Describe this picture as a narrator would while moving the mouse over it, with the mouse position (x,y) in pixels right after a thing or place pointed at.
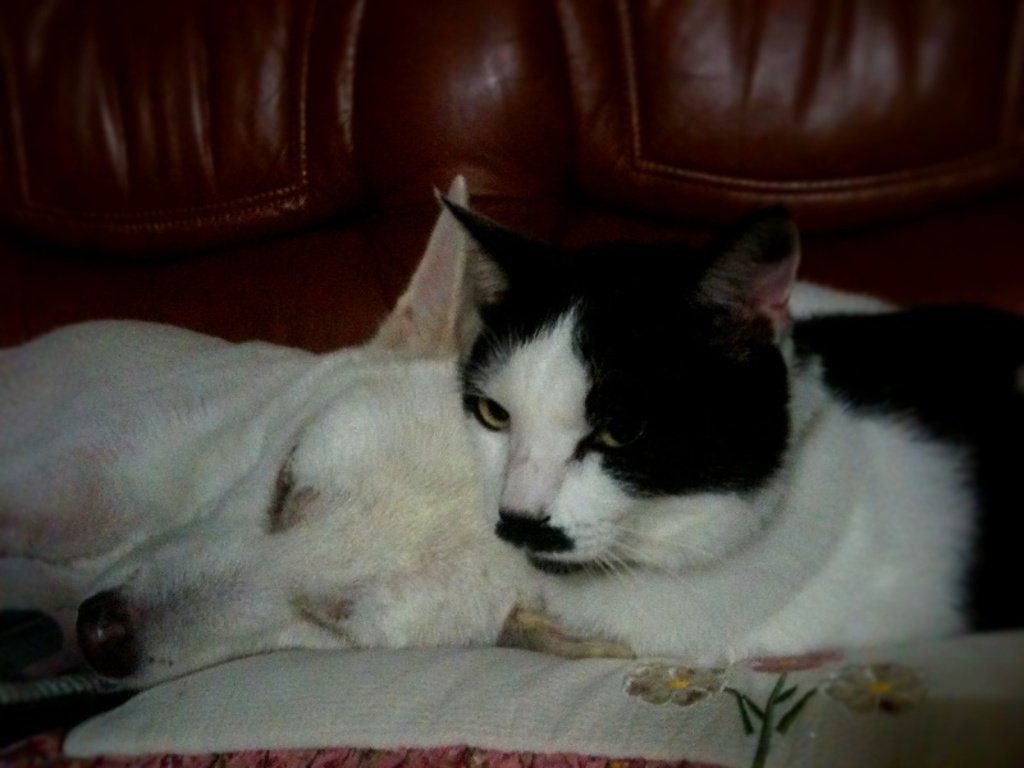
In this picture there is a couch (666,138), on the couch (419,187) there is a dog (268,469) and a cat (848,429).
